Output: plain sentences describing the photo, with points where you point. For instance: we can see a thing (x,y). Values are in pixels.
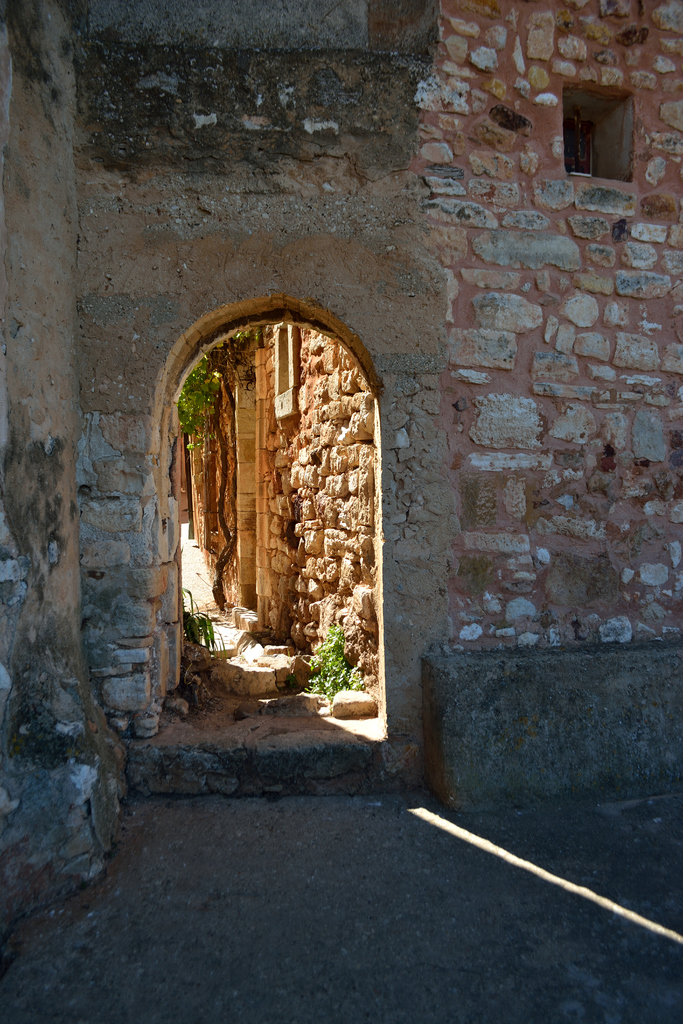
In the picture I can see a way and there is a brick wall (324,461) in the background (335,436).
